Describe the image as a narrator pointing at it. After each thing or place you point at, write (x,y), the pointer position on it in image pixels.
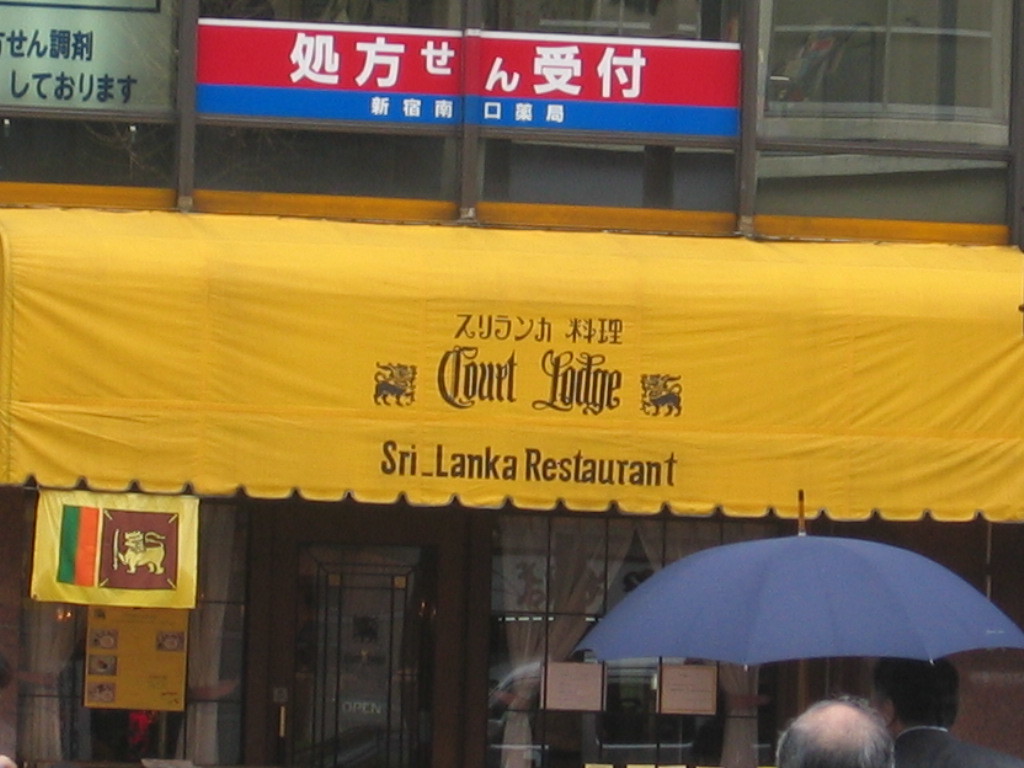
In this image, we can see some people (827,699) and there is an umbrella (864,627). In the background (337,323), there is a building (842,192) and we can see a banner (514,389) and name boards (558,100).
